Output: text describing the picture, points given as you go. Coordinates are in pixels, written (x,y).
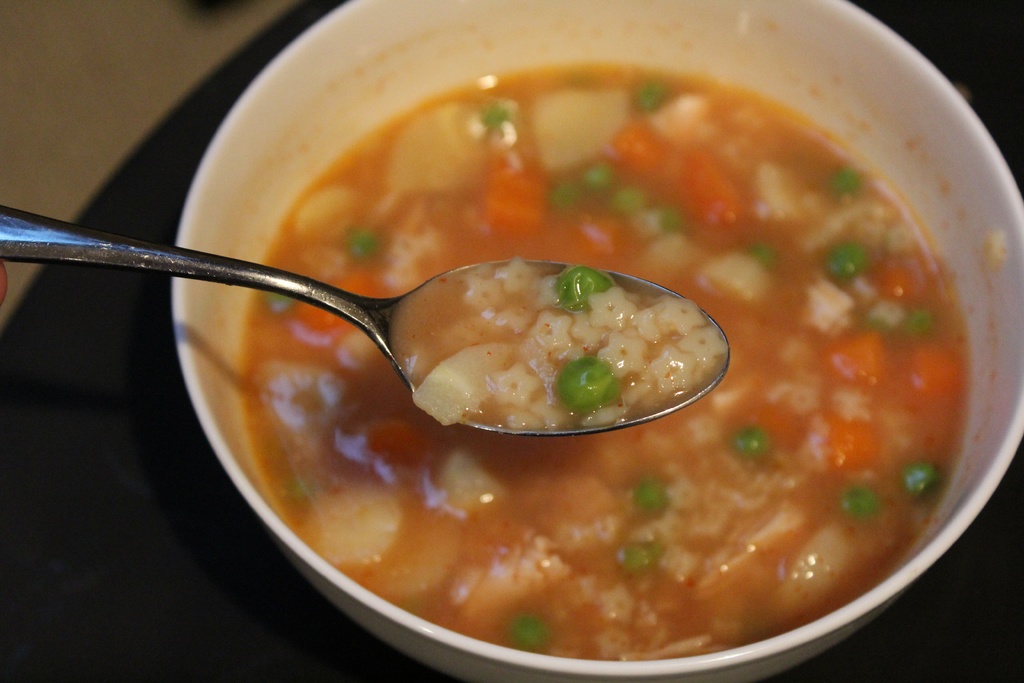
In this image, we can see some food item (777,187) in a bowl (777,28). We can also see a spoon (613,406) with some food (566,388). We can also see the ground (248,593).
